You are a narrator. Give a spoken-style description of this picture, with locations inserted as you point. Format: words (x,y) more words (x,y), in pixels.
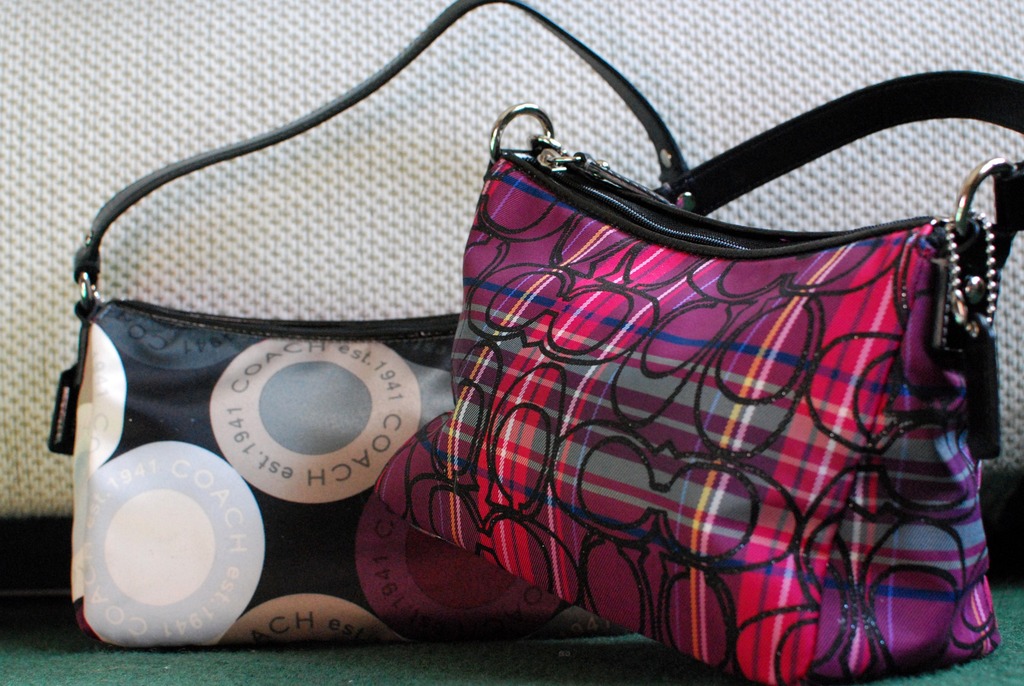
In this image i can see two bags (498,378).
